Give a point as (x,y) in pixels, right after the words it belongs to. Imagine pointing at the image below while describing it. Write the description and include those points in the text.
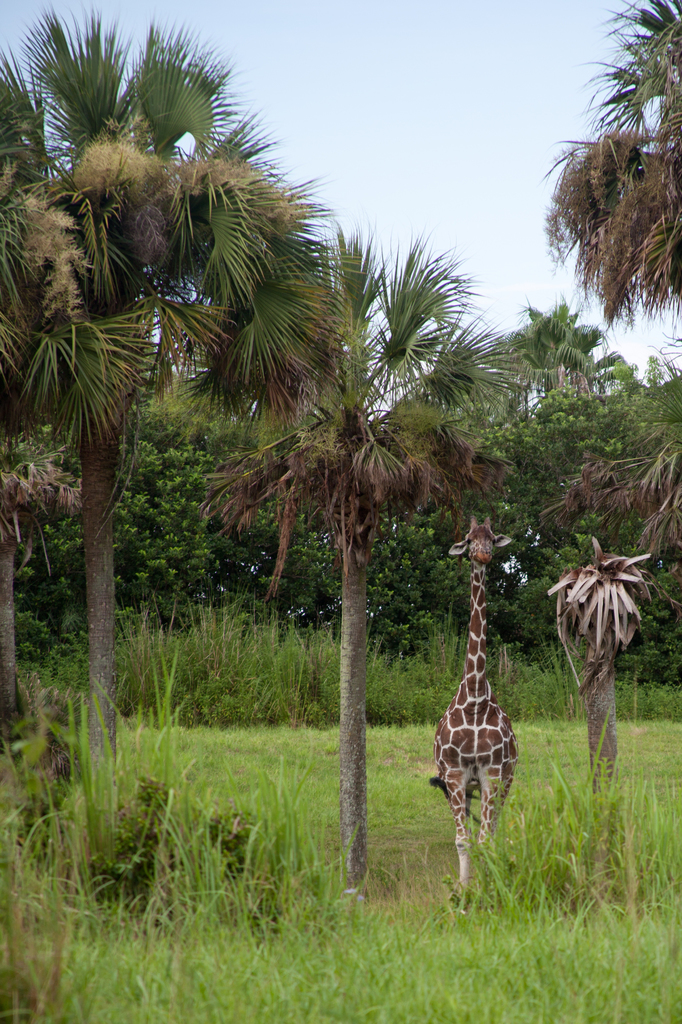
In this picture we can see some grass (447,896) on the ground (401,833). We can see a giraffe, plants (52,643), trees (676,190) and the sky (474,316).
